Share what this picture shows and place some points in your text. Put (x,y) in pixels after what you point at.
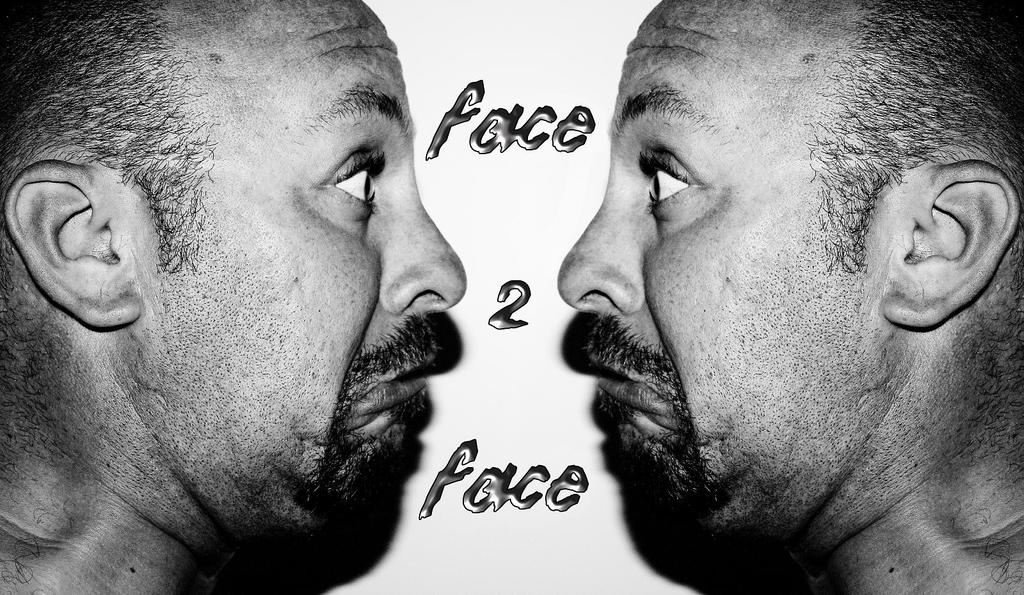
In this image I can see the two person faces (418,188) and something is written on the image. The image is in black and white.
